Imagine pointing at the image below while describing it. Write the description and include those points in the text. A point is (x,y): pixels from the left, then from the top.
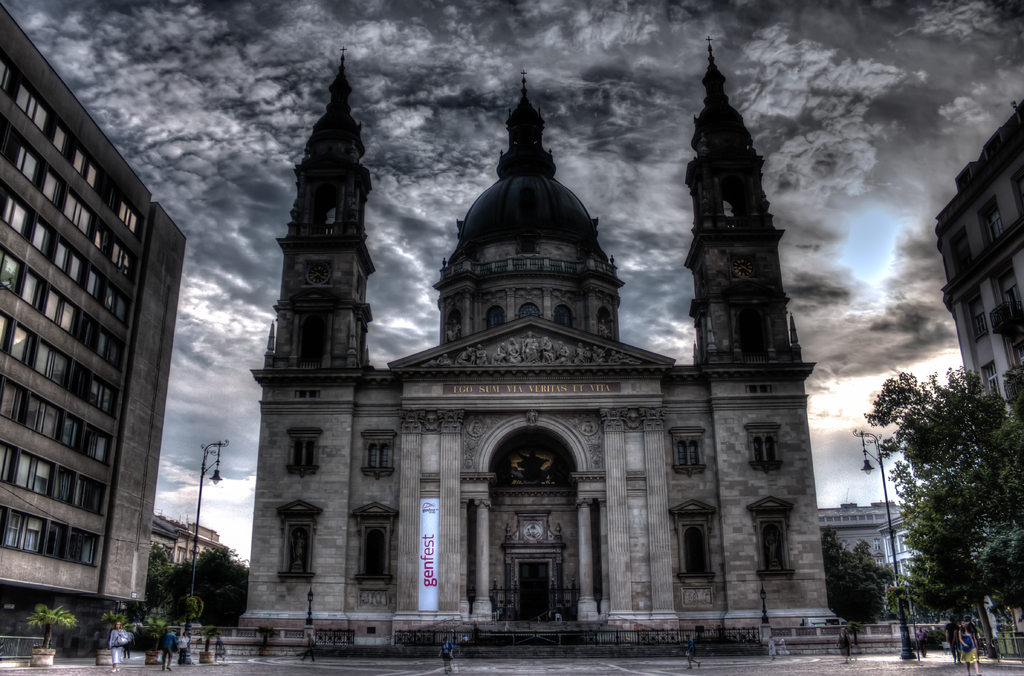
In the image there is a church (549,388) in the back (519,213) with trees (948,502) on either side of it followed by buildings (94,386) and above its sky (833,89) with clouds (437,65).
